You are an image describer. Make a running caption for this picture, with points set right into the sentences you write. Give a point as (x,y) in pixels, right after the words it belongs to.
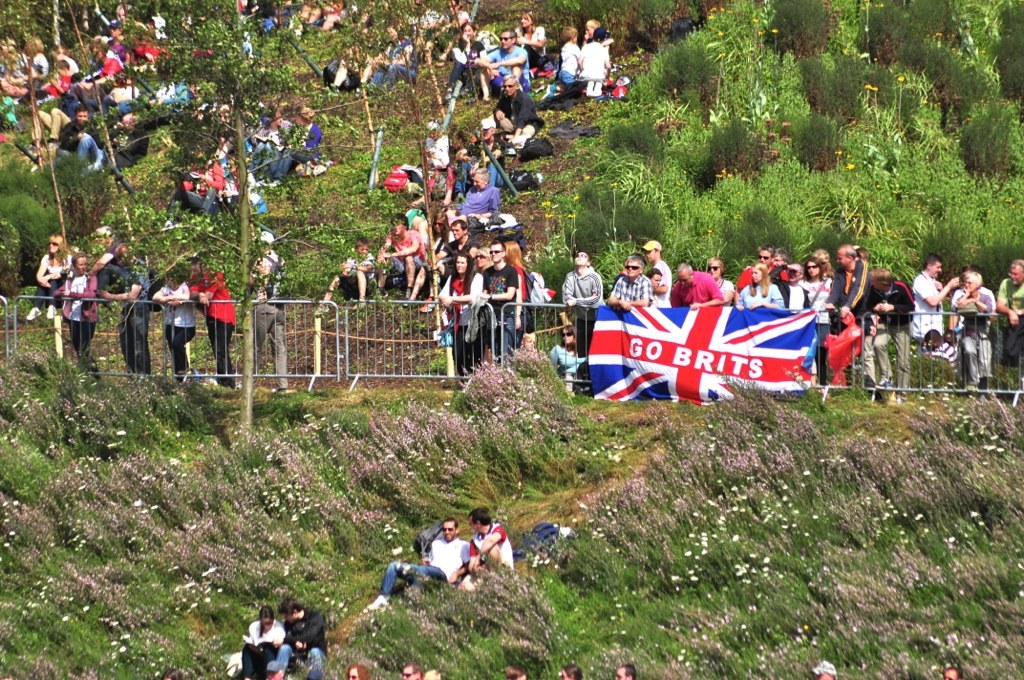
In this image we can see a group of people (264,260). We can also see a fence (375,377), the flag (780,388), plants (517,454) with flowers (704,545) and a group of trees (244,293).
